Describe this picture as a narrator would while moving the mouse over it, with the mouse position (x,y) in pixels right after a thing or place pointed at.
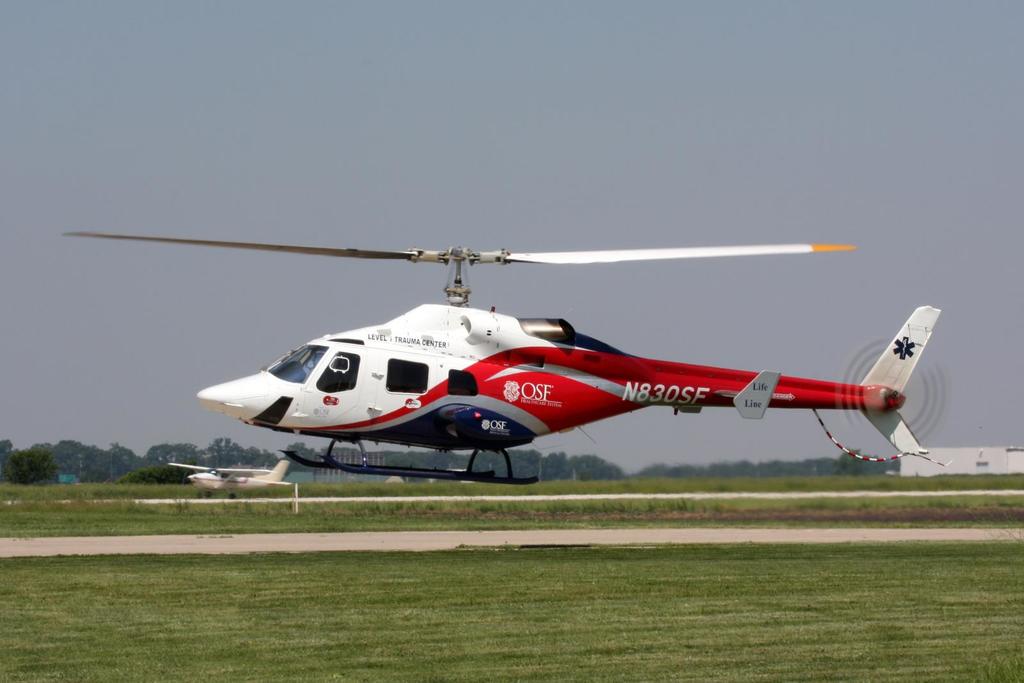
There is a helicopter (351,363) in white and red color combination, flying from the helipad (244,541), near grass (473,558) on the ground (516,620). In the background (271,481), there is an aircraft (171,464) on the runway (864,490), there is a building (950,466), there are trees (80,465) and there is a blue sky (368,78).
